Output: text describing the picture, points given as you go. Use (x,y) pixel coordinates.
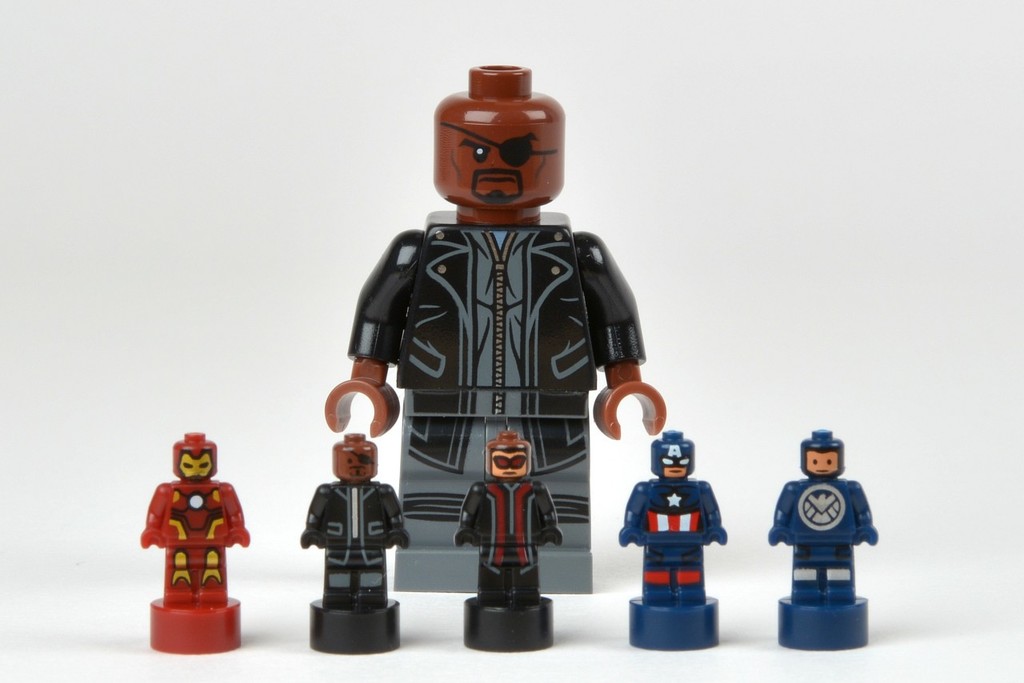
In this picture we can see six toys (411,288) on a platform (38,624) and in the background (535,23) it is white color.
